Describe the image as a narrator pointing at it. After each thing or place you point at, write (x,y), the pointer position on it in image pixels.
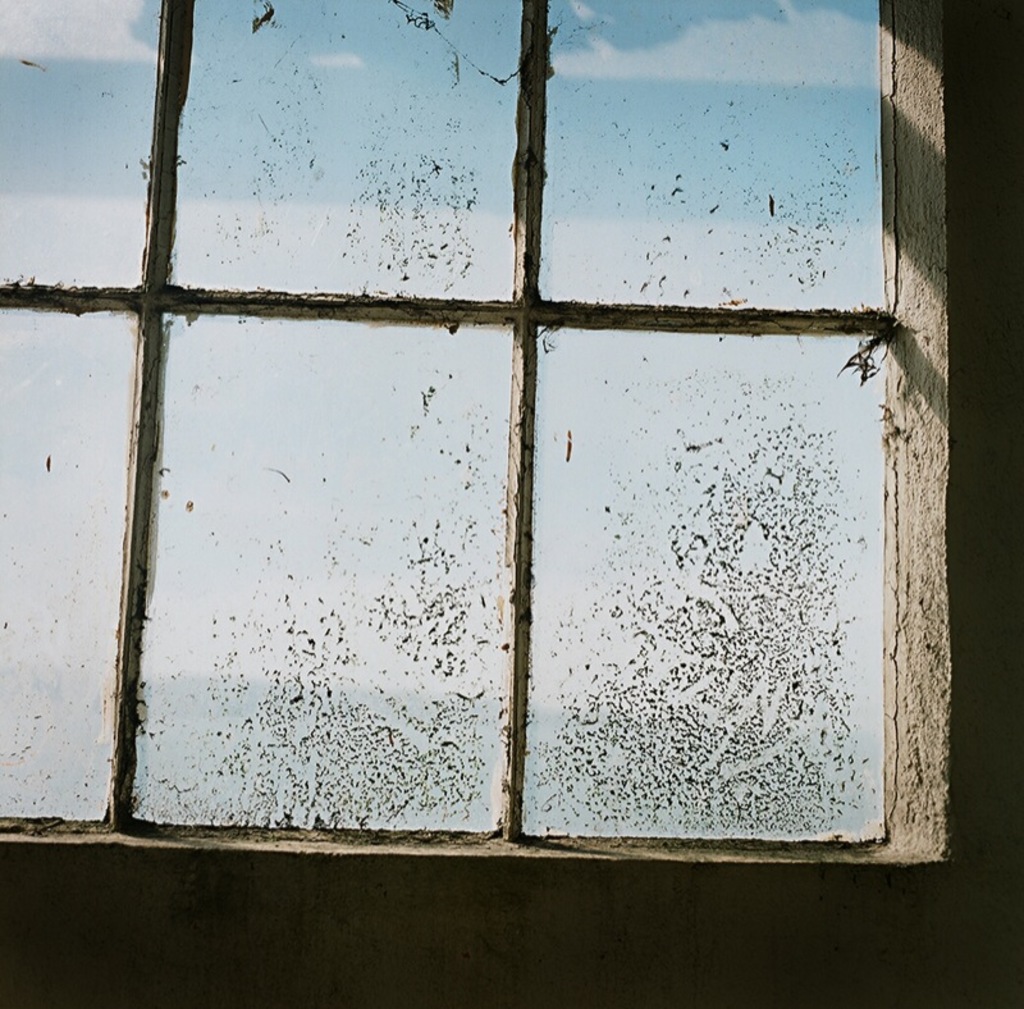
In this image we can see a wall (453,887) and a glass window (576,494). We can see dust (679,630) on the glass (683,622).
